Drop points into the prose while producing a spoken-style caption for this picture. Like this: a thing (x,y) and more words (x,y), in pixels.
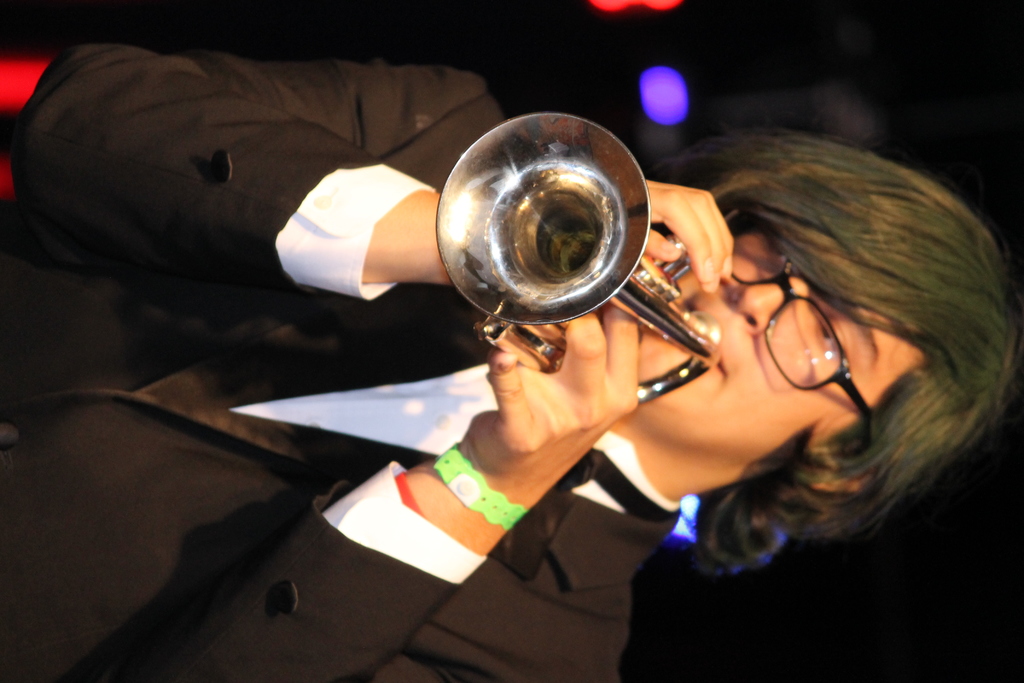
In the center of the image (442,372) we can see a man (851,224) is playing a musical instrument (637,191) and wearing a suit (355,620), spectacles (795,362). In the background of the image (700,494) we can see the lights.
